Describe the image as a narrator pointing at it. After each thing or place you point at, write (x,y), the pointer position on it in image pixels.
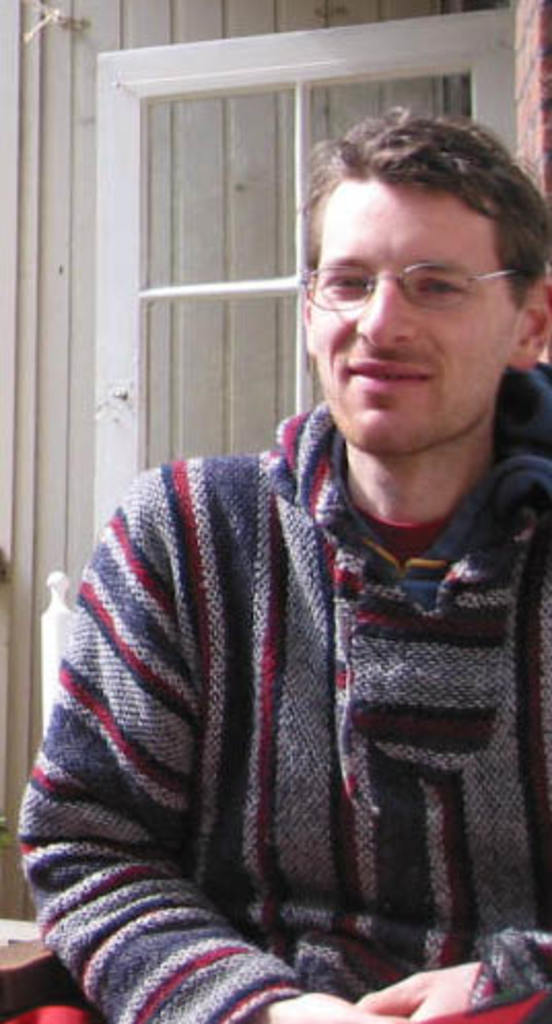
In this image a man (159,762) is wearing a jacket (232,639), smiling and giving pose for the picture. At the back of him there is a wall (22,395) and a door (160,257) made up of wood (35,254).
